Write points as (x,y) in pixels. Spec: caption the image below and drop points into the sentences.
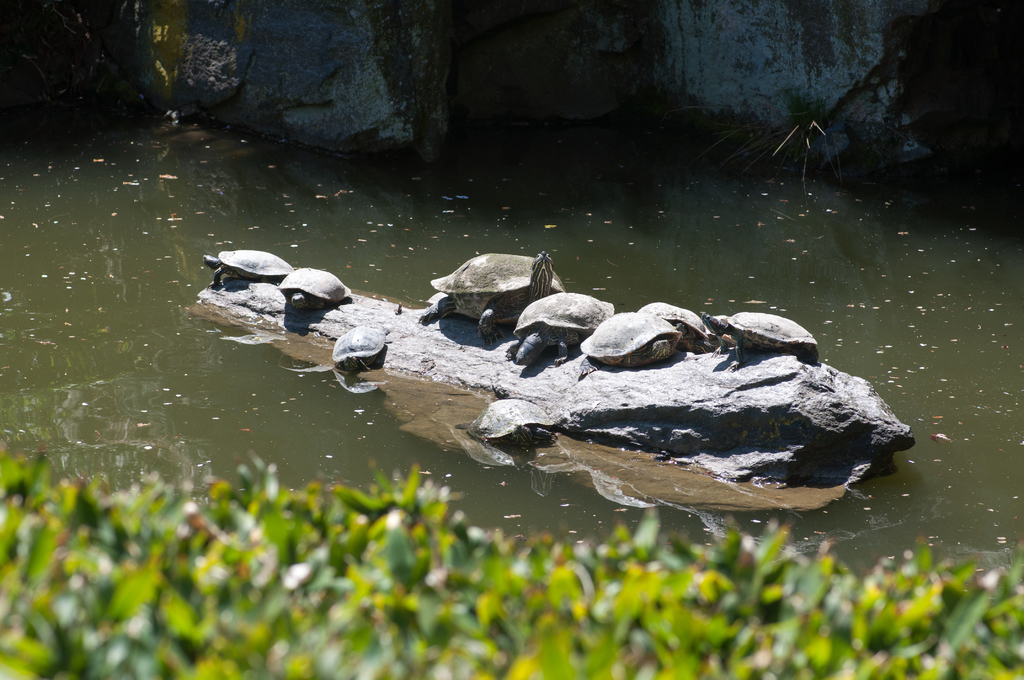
Here in this, in the middle (479,360) we can see a rock stone (491,343) present in the water (218,230) and on that we can see number of tortoises (530,356) present and we can also see some plants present in water (609,129) and in the front (653,596) we can see grass (816,600) present on the ground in blurry manner.
